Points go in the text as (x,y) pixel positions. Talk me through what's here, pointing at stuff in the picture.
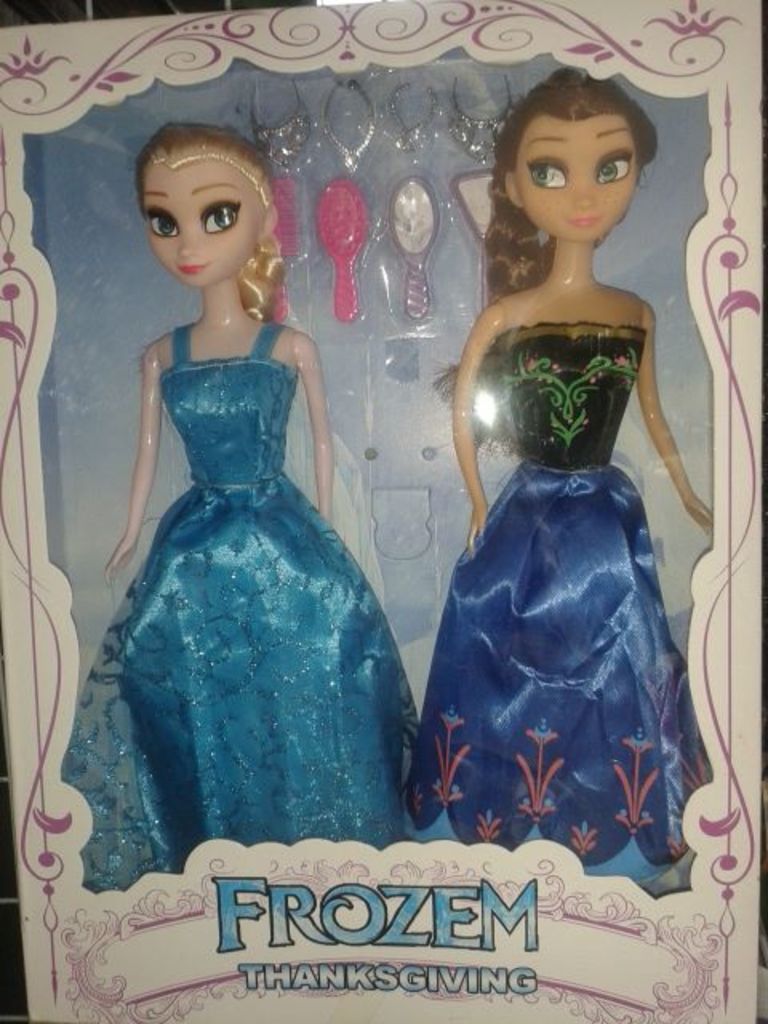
In this image there are dolls (468,355) and there is some text (447,930) written on the cover (383,930) of the doll (587,496).
